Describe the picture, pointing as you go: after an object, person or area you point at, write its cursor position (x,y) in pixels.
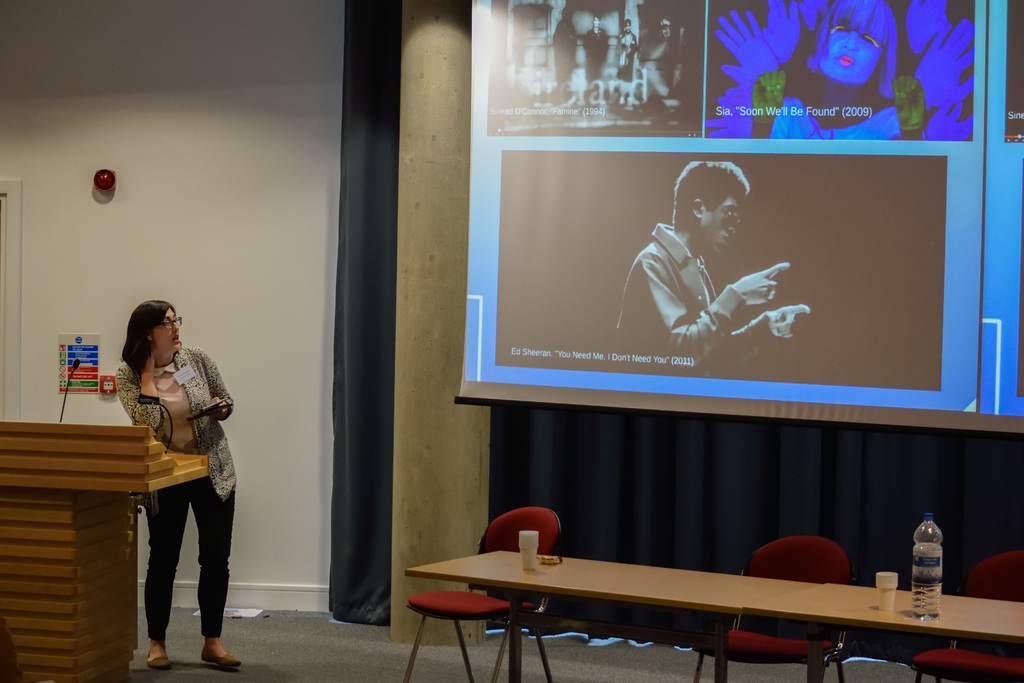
On the left (199,405) we can see one woman (196,483) standing and holding tab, in front (61,462) there is a wood stand (100,528). In the background (578,212) we can see screen (762,210), pillar (424,441), curtain (700,466), table (803,584), chair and water bottles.
